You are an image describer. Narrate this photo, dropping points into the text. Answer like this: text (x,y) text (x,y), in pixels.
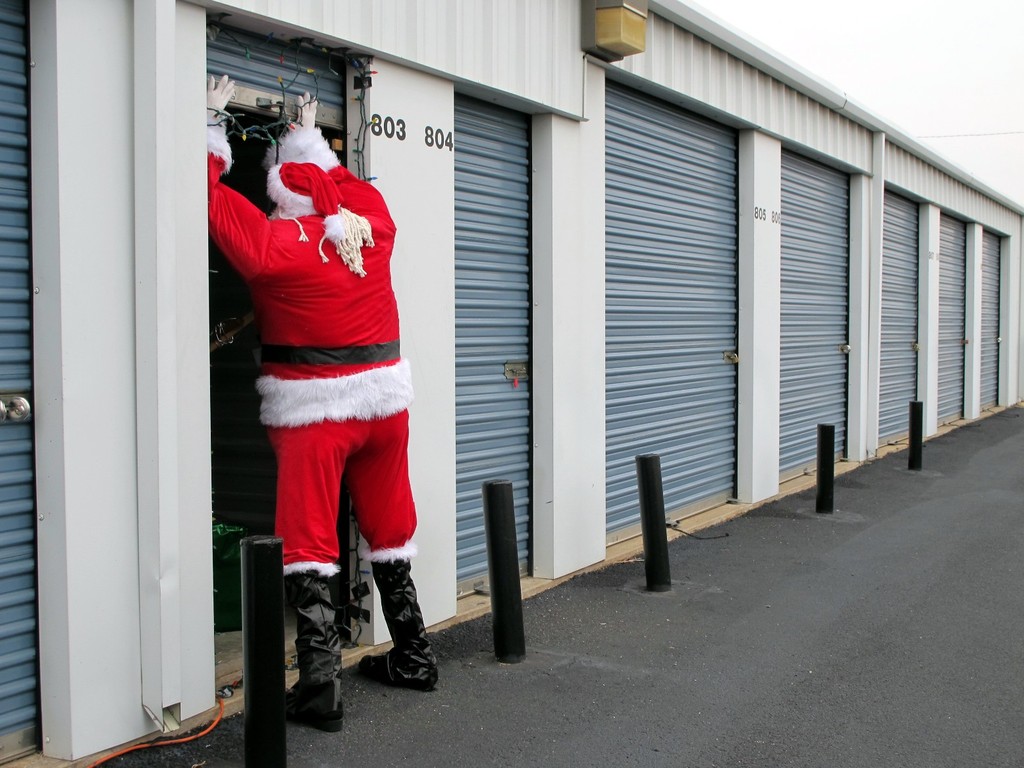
In this image there is one person (348,462) standing at left side of this image (324,421) is wearing Santa claus dress (325,466), and there is a building (598,449) in middle of this image (541,345) and there is a road (718,558) at bottom of this image (786,636). There are some poles (250,645) fixed to these roads (686,567) and there is a sky (923,59) at top of this image (906,51).
